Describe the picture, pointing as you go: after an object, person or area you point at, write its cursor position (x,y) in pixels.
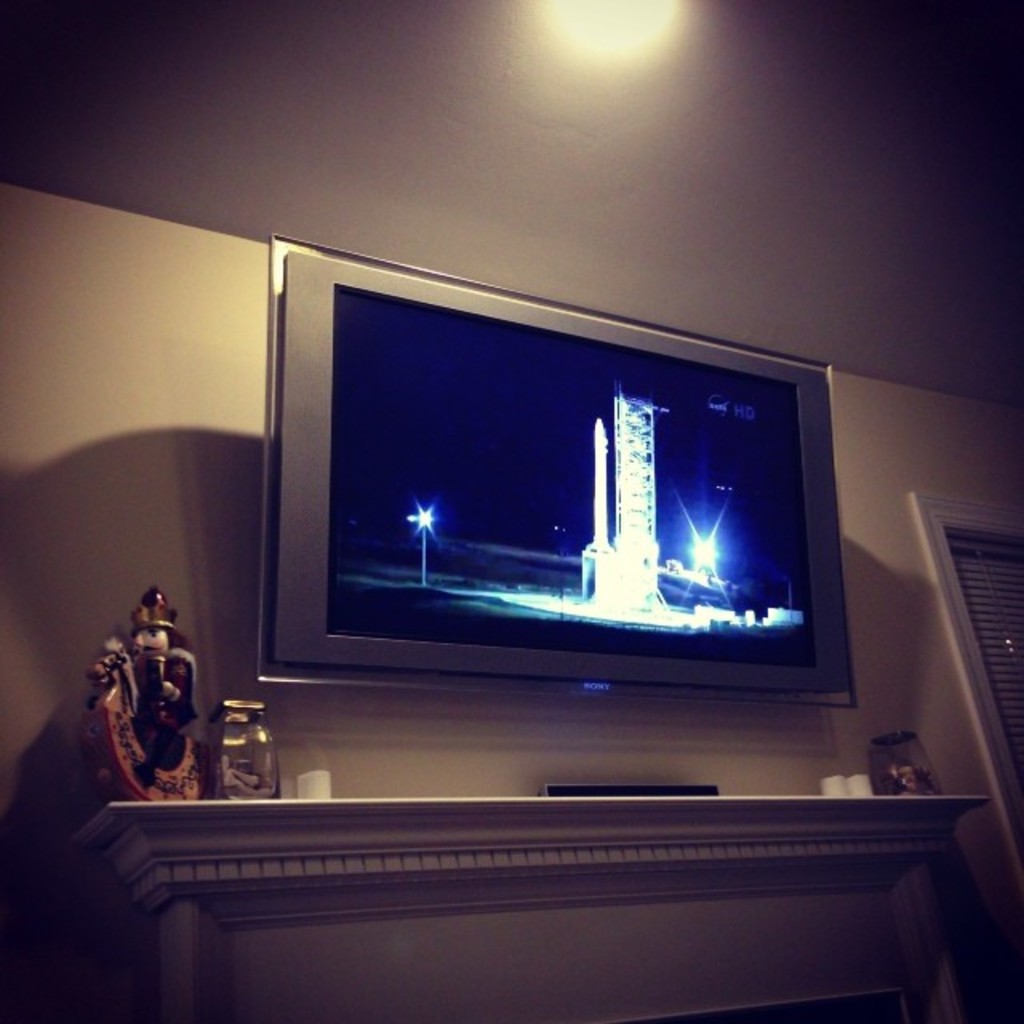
In this picture we can observe a television (441,482) fixed to the wall (179,617). There is an idol (137,715) and a jar (237,734) placed on this desk (456,822). In the right side (969,669) there is a window (975,571).
